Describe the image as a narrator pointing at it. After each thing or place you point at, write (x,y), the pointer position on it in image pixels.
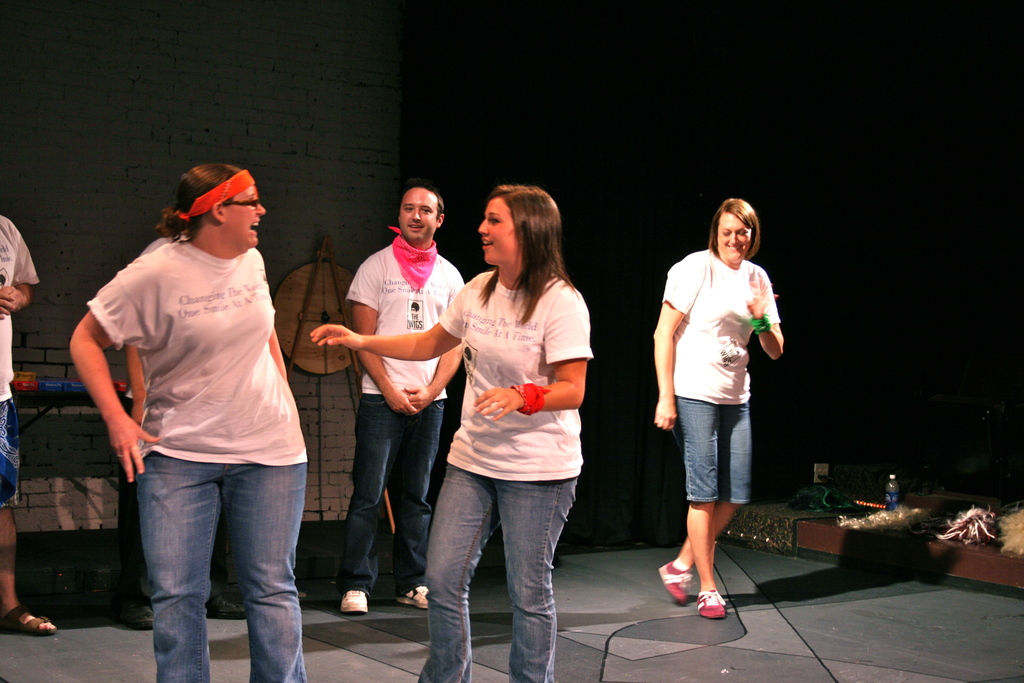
In this image we can see a few people (361,323) standing, in the right hand corner (1012,521) we can see few objects (910,514), we can see the brick wall (294,106) in the background (345,214), few objects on a table (81,394), beside that we can see an object (332,264).
